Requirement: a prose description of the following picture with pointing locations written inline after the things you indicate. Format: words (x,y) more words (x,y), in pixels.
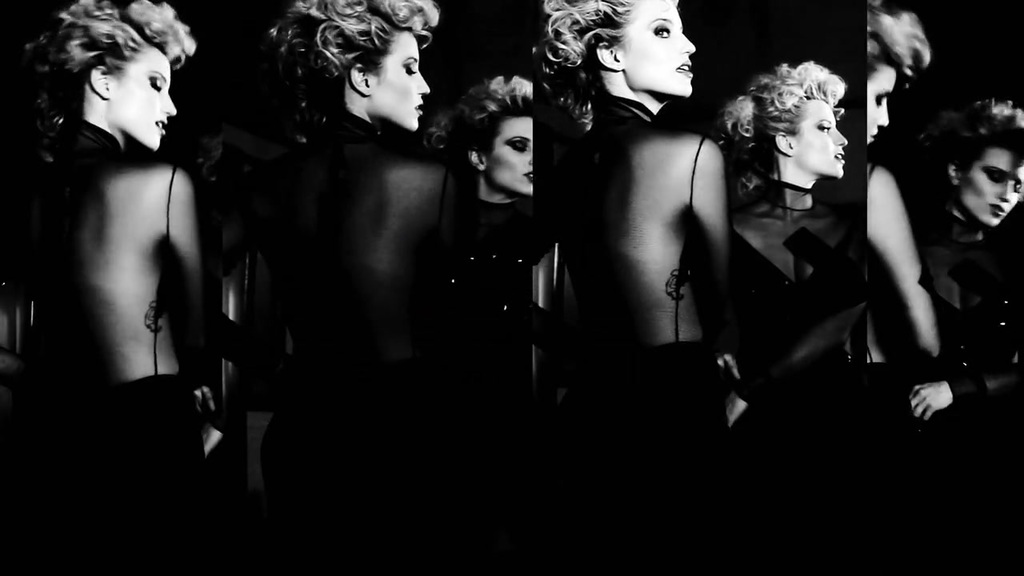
In this picture, it seems like a collage of a woman (504,399).
